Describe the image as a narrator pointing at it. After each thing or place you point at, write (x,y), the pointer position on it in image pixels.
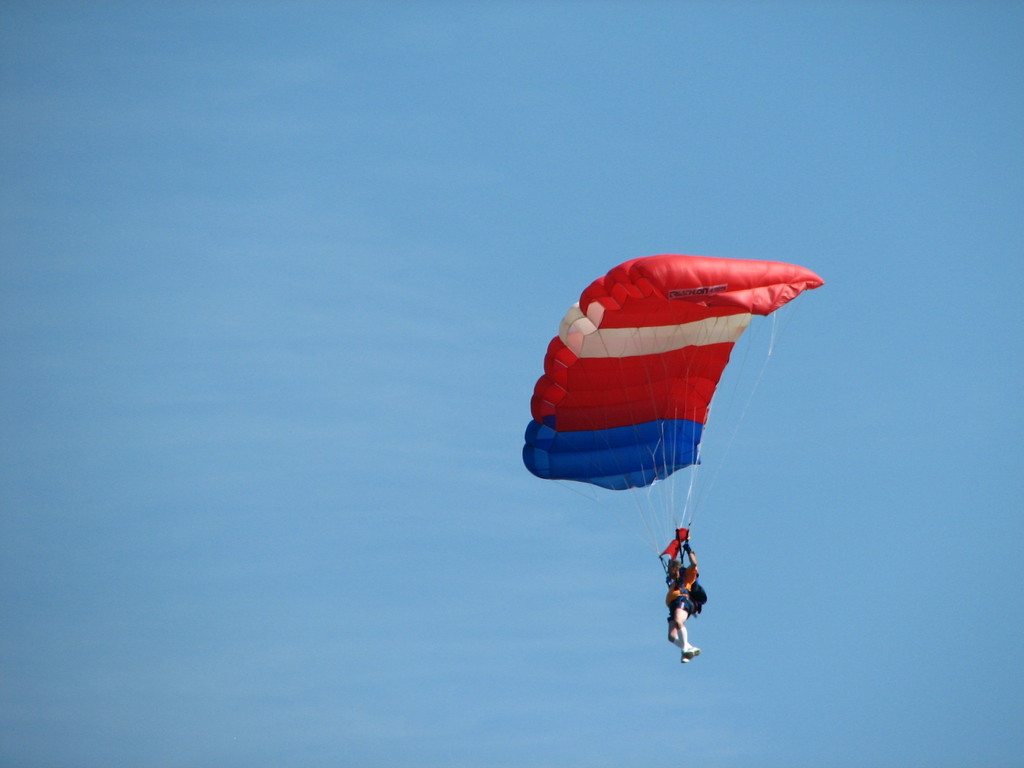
In this picture there is a person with a parachute (612,343) in the center of the image (653,265).
